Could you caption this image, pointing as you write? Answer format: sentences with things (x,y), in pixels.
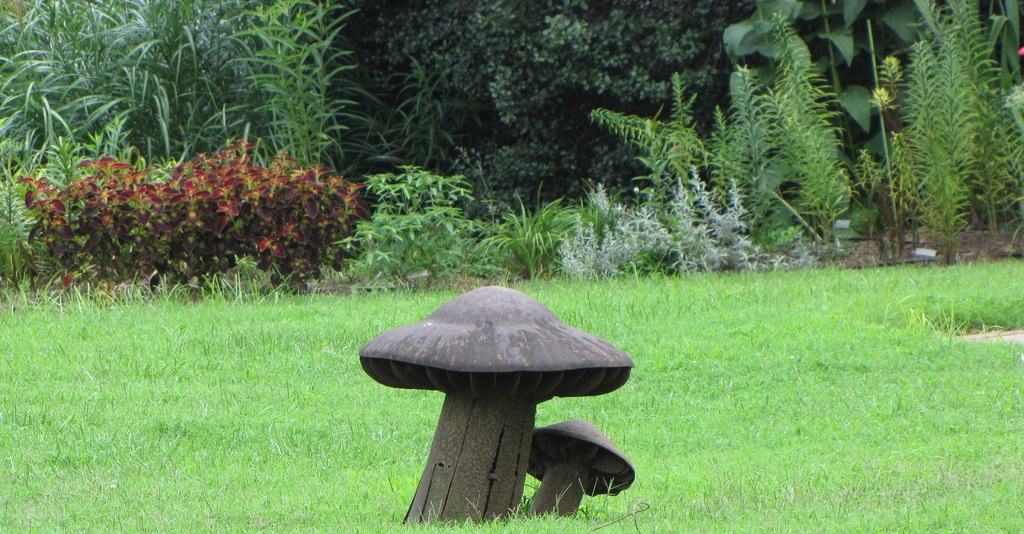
In this image we can see a statue (575,495). In the background (961,146), we can see group of plants (961,146) and trees (485,52).
